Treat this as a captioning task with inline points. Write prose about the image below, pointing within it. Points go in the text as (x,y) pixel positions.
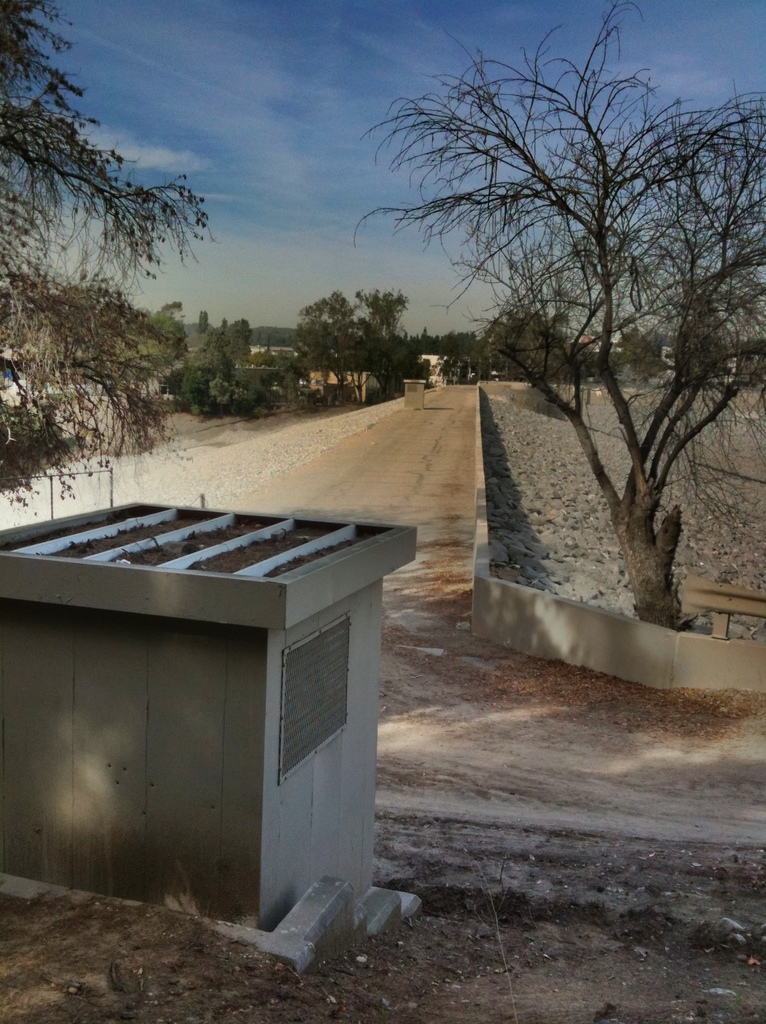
In this image I can see a cement box (343,592), trees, few stones (602,516) and buildings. The sky (286,182) is in blue and white color.
